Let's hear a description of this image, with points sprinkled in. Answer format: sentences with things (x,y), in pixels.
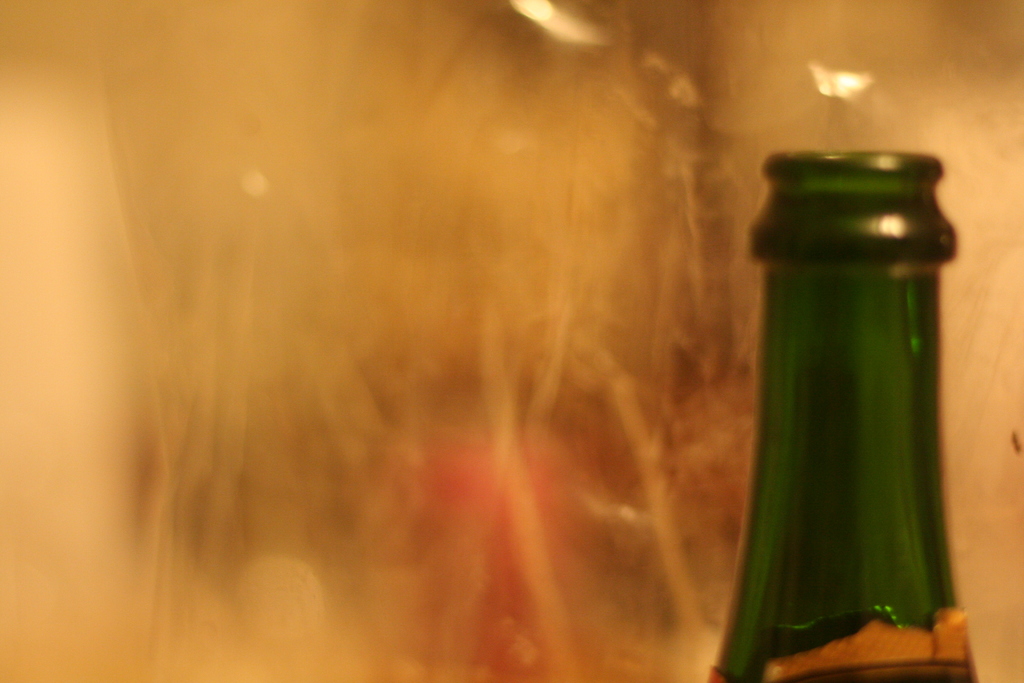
In this image we can see a bottle (868,392) with blurry background (465,195).
